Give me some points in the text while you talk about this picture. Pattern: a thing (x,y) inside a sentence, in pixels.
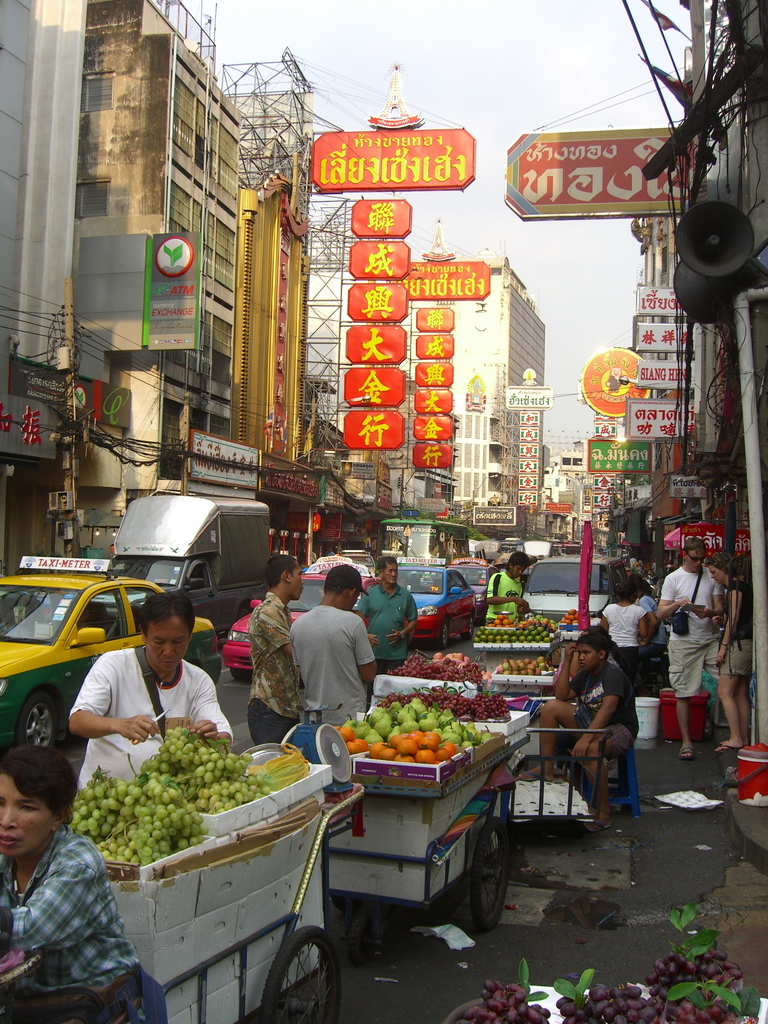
This picture is clicked outside. In the foreground (286,919) we can see the fruits (456,742), group of people (294,703), vehicles (52,738) and many other objects (394,851). In the background (479,237) we can see the sky (499,248), buildings (0,184), text (376,437) on the boards (645,184) and we can see many other objects (702,233).
